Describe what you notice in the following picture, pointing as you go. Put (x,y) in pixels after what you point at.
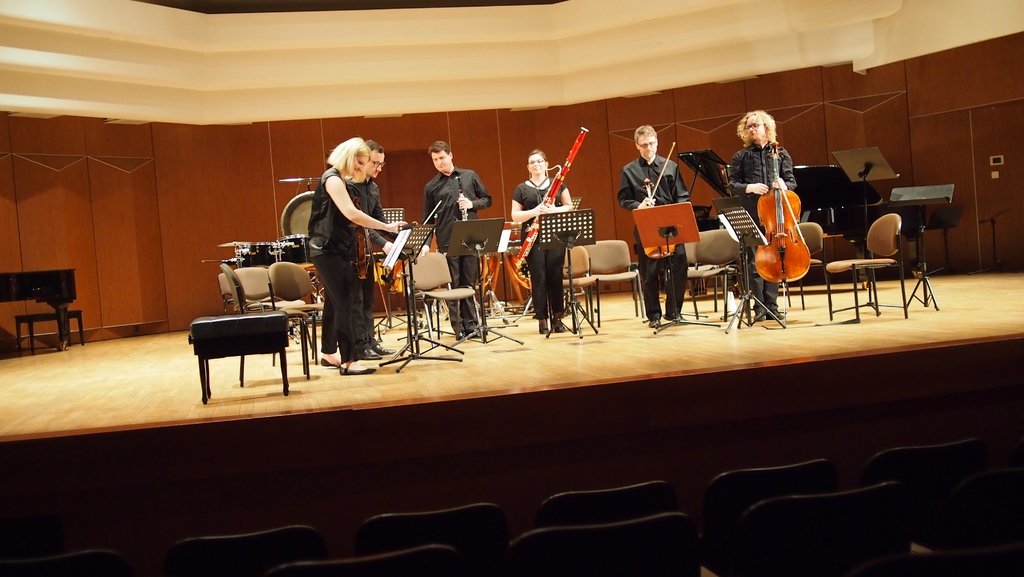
As we can see in the image there is a wall (159,284), few people (521,207) standing on stage (518,366) and few of them are holding musical instruments (780,236) in their hands (540,205).
